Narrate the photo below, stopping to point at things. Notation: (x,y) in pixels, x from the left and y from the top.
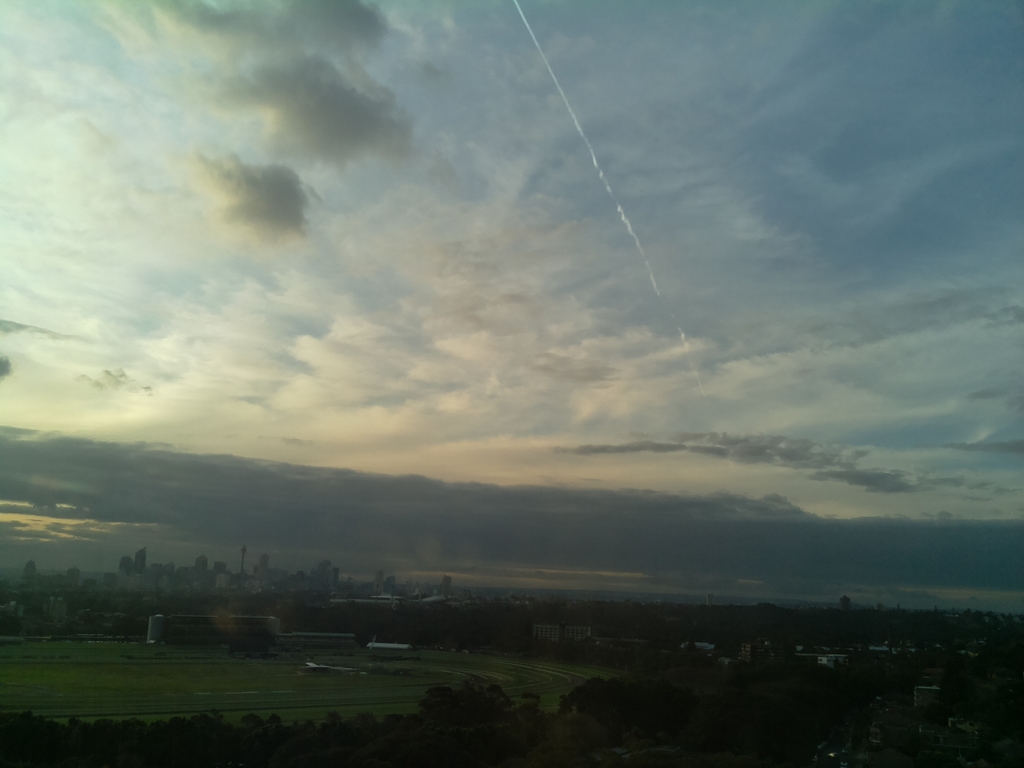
In this image we can see a group of trees (497,629) and buildings (243,639). At the top (245,192) we can see the sky (315,383).
